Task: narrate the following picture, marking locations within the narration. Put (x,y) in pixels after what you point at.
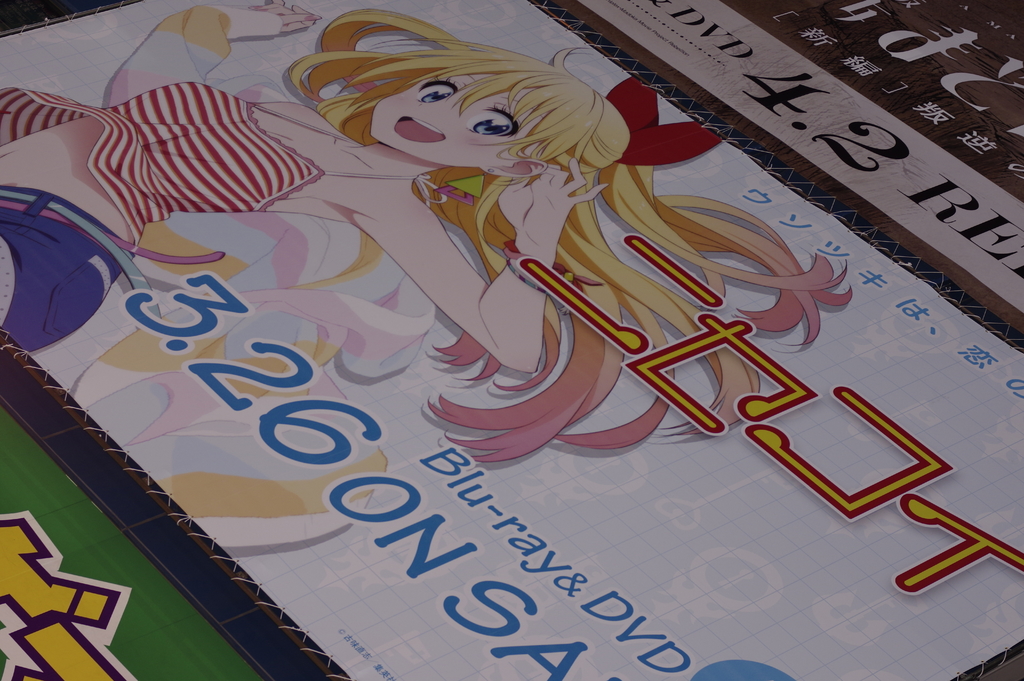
In the image we can see a banner (333,110).
